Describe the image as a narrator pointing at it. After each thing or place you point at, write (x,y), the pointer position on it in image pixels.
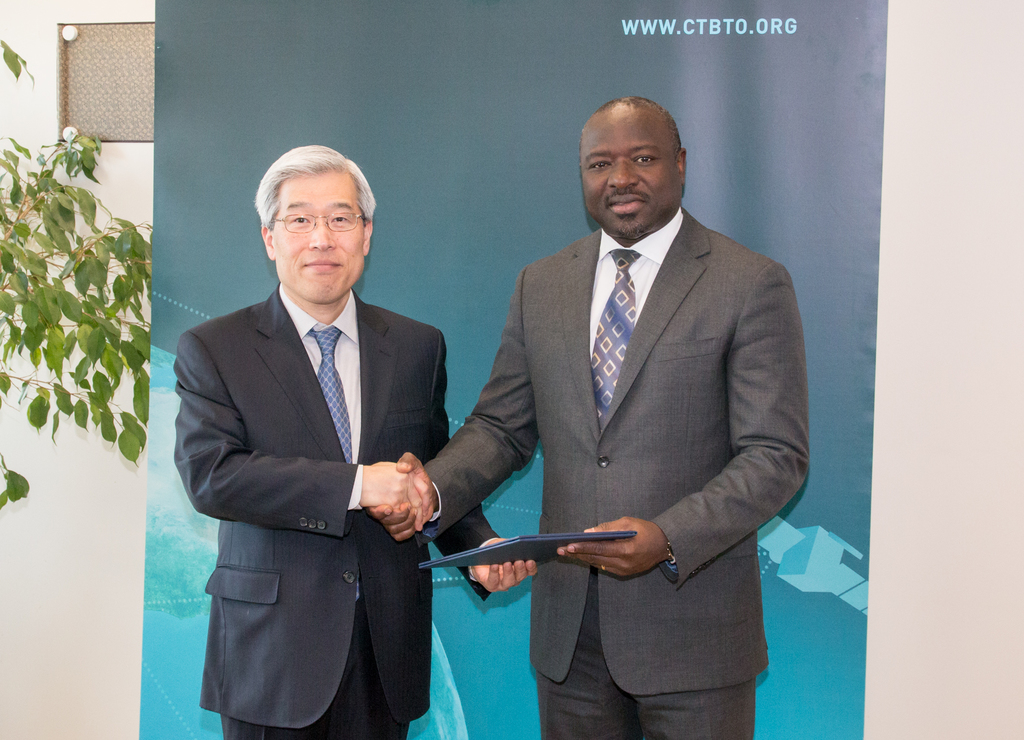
In this image we can see two persons (664,408) wearing coat (660,385) and tie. One person (572,545) is holding a file (525,544) in his hand (592,543). In the background (789,650), we can see a banner (859,252) with some text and a plant (139,450).
